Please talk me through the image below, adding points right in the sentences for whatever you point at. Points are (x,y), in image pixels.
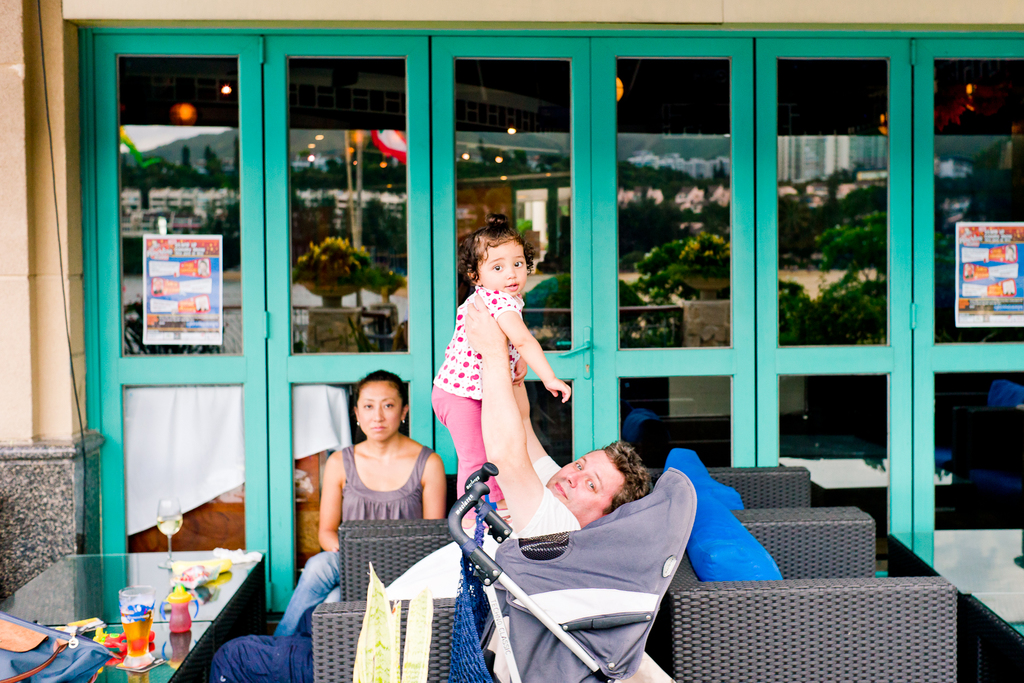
In the image we can see there is a man (564,480) sitting on the chair (437,548) and holding a girl (507,297) in his hand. Behind there is a woman (349,478) sitting on the chair (342,538) and on the table (163,621) there is a wine glass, juice bottle (182,620), bag (82,634) and papers (198,567).
